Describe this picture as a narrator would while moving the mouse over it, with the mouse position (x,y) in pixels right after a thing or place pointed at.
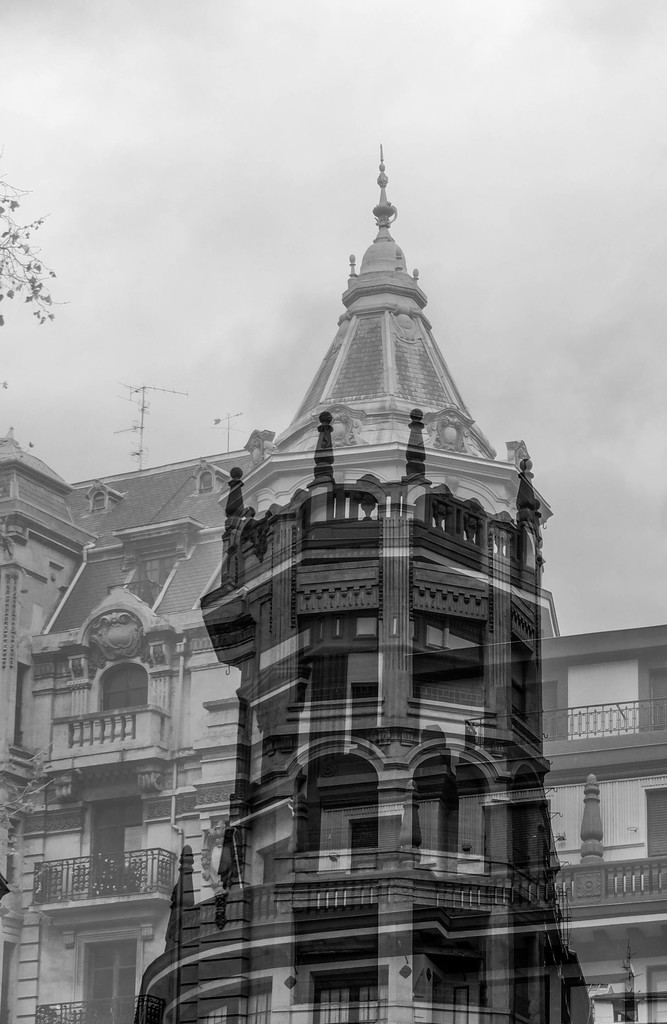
I see this image is of black and white in color and I see a building (280,633) and I see the leaves (37,253) over here. In the background (139,266) I see the sky (547,239).
